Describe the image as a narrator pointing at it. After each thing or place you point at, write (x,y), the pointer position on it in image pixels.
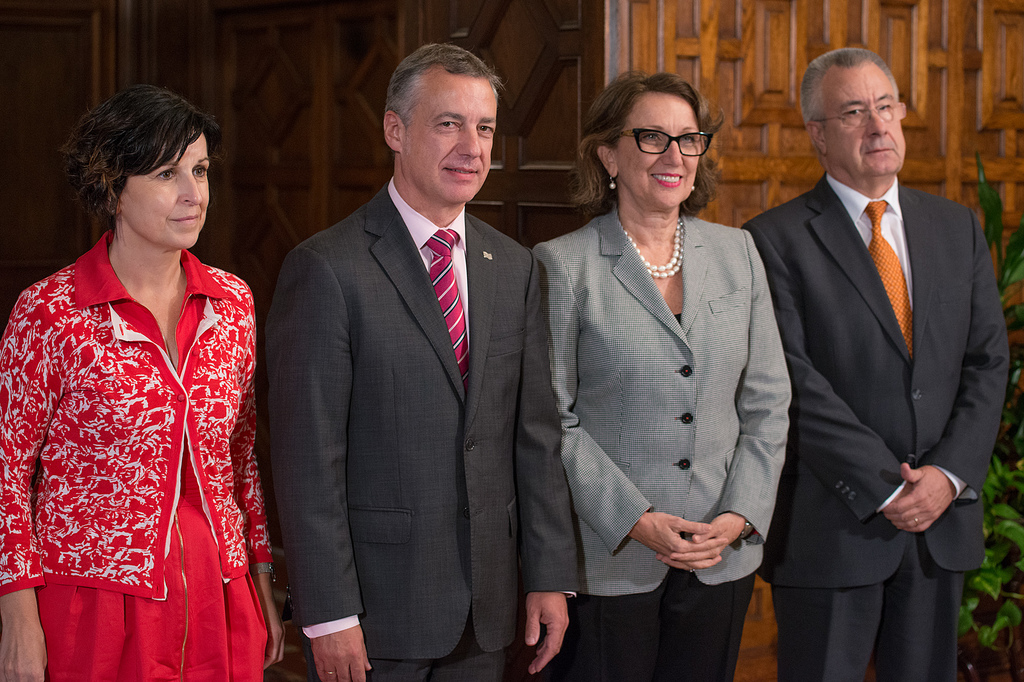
In this image, I can see four persons (722,363) standing. In the background (336,70), there is a wooden wall (601,45). On the right corner of the image (1000,532), I can see a plant (993,481).
